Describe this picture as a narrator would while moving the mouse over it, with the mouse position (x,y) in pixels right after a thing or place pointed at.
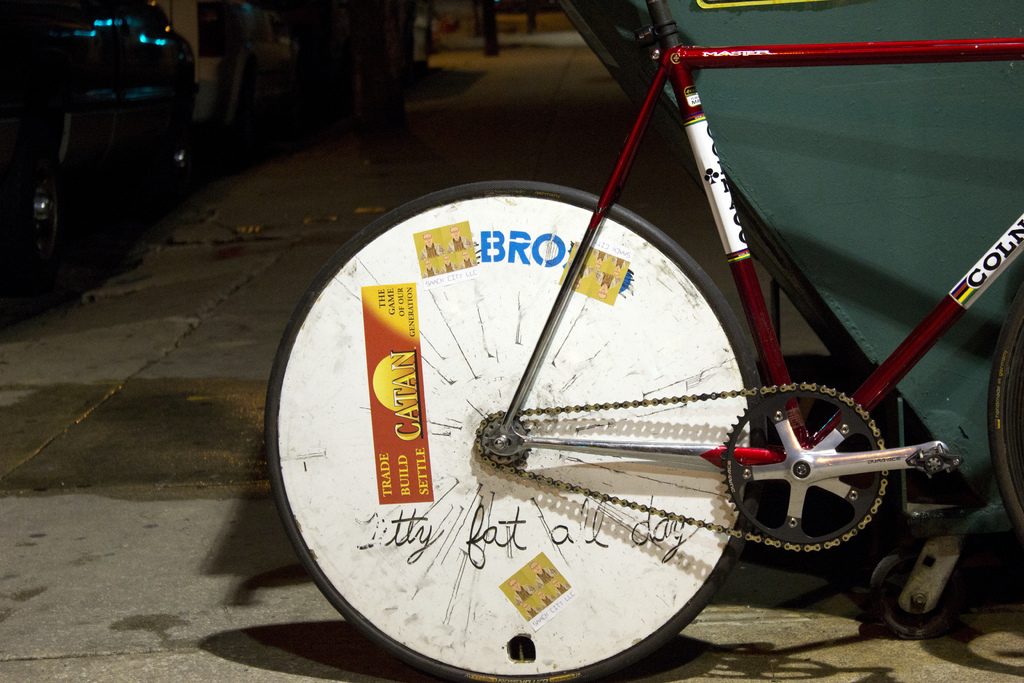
Here we can see a bicycle (649,322) on the ground (318,675) and behind it there is an object (747,124) and it has wheels (893,596). On the left (47,154) there are vehicles (113,143) on the ground (271,312) and some other objects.
